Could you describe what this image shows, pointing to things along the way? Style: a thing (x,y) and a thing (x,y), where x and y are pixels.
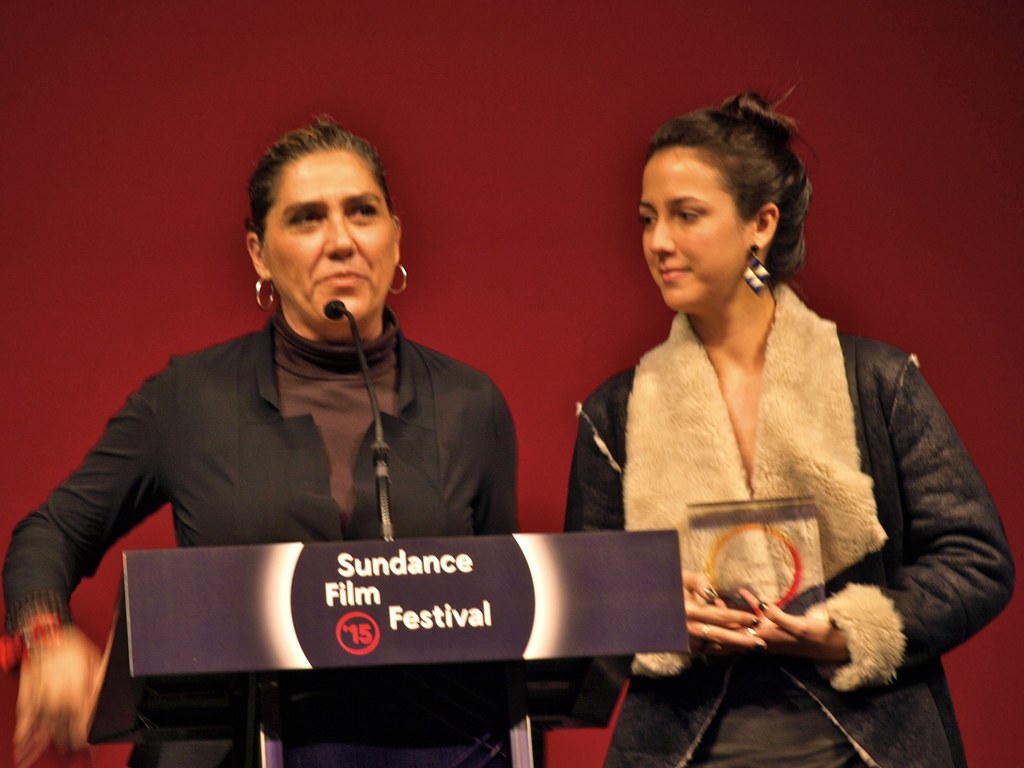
On the right of this picture (793,266) we can see a person (891,541) wearing jacket (890,550), holding some object (738,578) and seems to be standing. On the left (332,454) we can see another person (317,421) wearing black color dress (288,437) and seems to be standing behind the podium (372,641) and we can see the text (373,599) and numbers (355,636) on the podium (425,568) and there is a microphone (332,313). In the background of the image (612,128) we can see an object (206,130) which seems to be the wall (517,223).
